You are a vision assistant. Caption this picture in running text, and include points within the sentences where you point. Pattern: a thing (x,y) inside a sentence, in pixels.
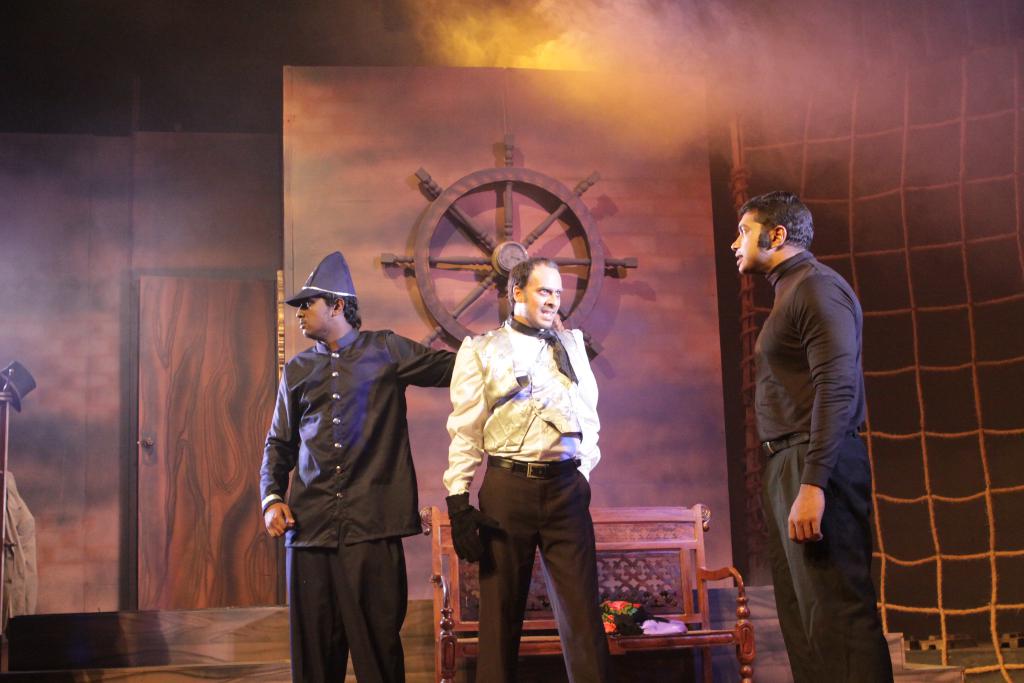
In this image, we can see three people (397,472) are standing. Background (610,608) we can see a bench (635,587), few objects (621,617) are placed on it. Here there is a wall (721,452), door (232,391), showpiece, hat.
